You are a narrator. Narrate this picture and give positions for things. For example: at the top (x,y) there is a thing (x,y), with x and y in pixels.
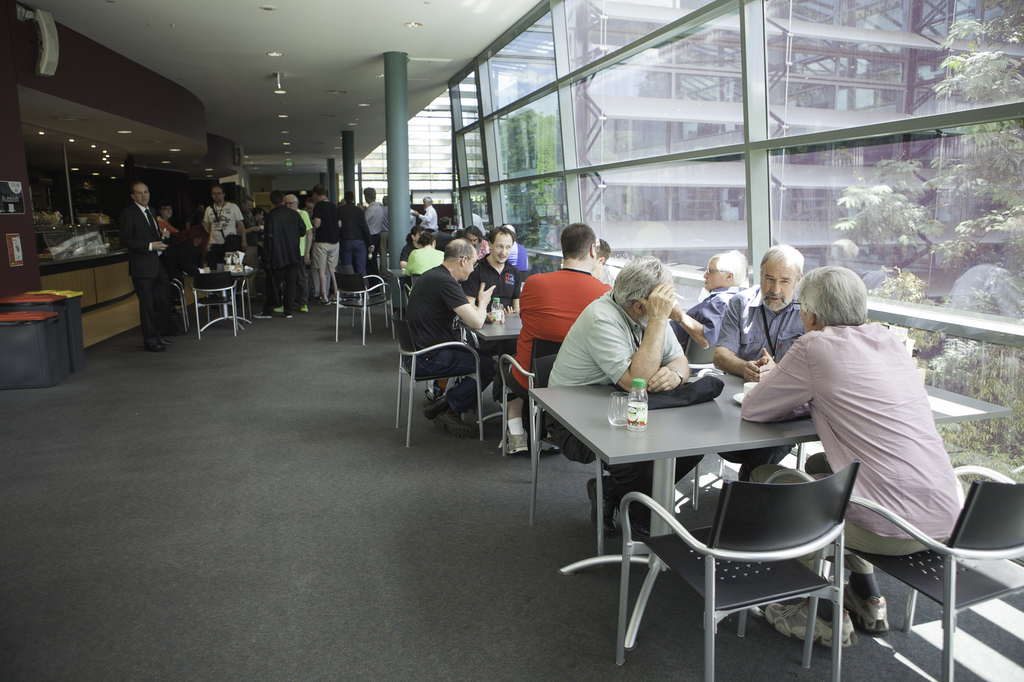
In this image there are group of people (624,333), few people (555,303) are sitting and few people (367,233) are standing. There are bottles (645,389), glasses (615,394), cups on the table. There are trees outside the building (626,233) and at the top (107,160) there are lights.
